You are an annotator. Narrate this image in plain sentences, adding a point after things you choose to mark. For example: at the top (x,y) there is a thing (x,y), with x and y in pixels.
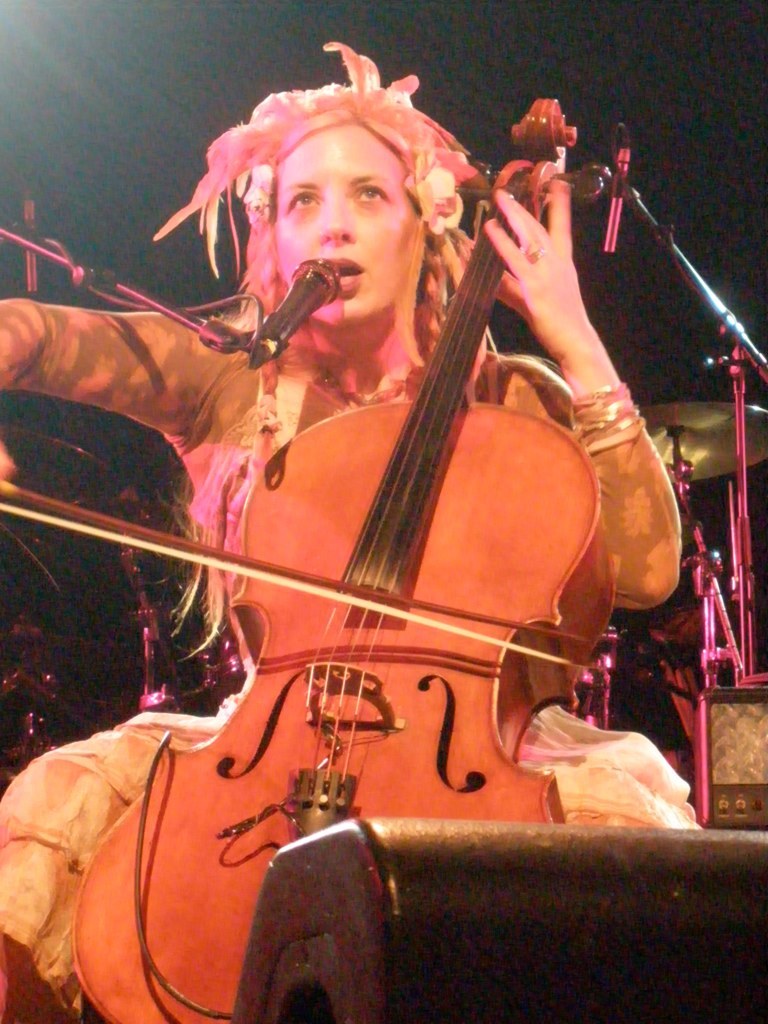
Here in this picture we can see a lady (239,428) sitting and playing a cello (410,473). In front of her mouth (349,272) there is mic (287,325). And to her left hand middle finger (543,247) there is a ring (532,248). And behind her there are some musical instruments (685,623).
